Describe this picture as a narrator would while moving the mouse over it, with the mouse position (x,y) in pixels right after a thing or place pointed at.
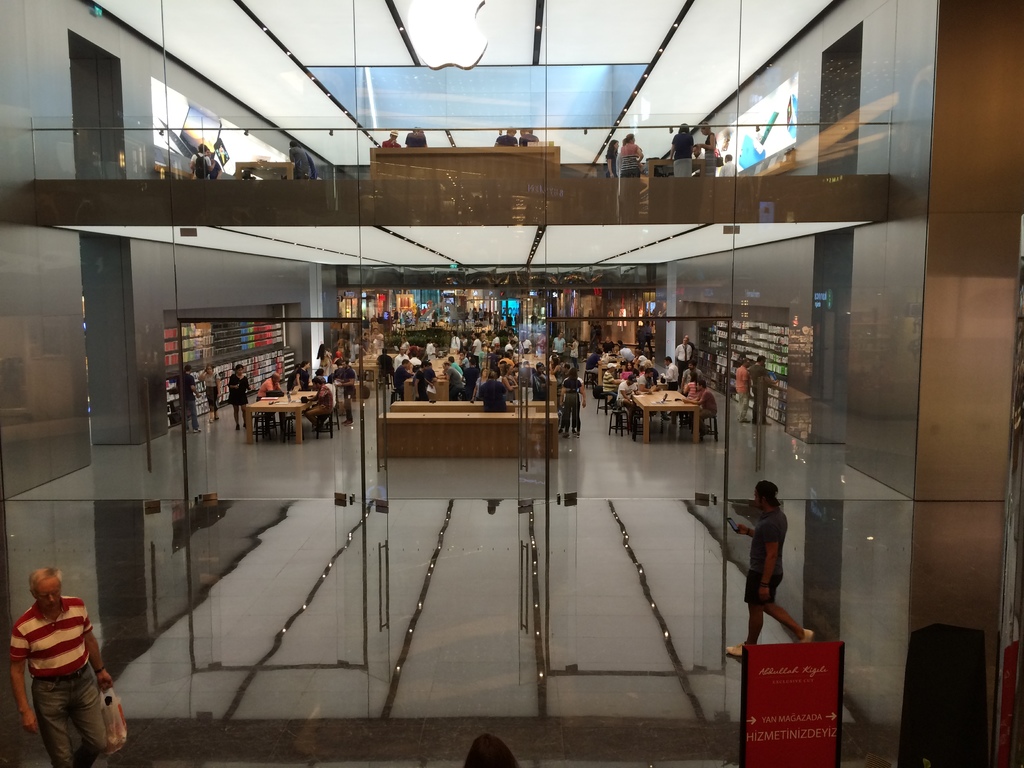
In this image we can see there is the building (552,589) with glass (685,478) and door (386,400), through the glass (443,316) we can see there are a few persons (396,377) standing and few persons (400,369) sitting on the chair (330,433). And there are tables (445,433), on the table (299,404) there are a few objects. And at the top (388,145) we can see the people (408,138) standing near the table (549,170). And there is the board (770,714) with the text (748,716) and we can see the person (89,707) walking and holding the cover (106,727).
